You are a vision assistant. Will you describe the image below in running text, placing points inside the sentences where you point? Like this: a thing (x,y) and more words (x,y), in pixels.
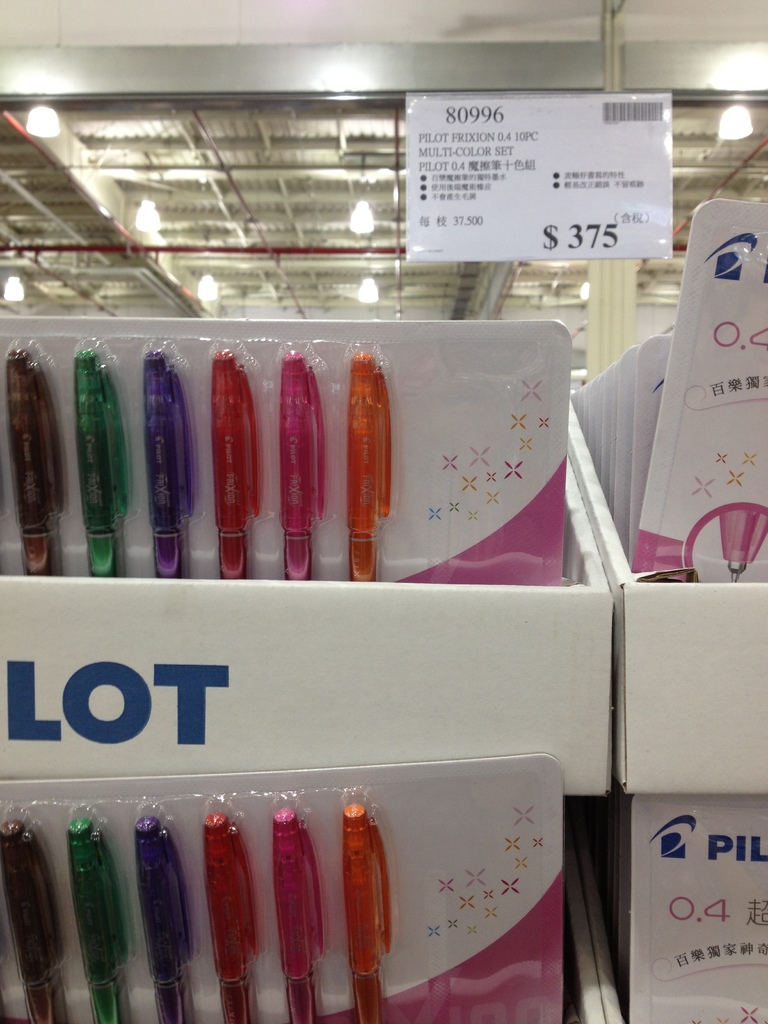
Here I can see two pen packets (423,513) which are placed in the white color boxes (520,631). On the box (180,711) I can see some text (141,701). At the top of the image (205,297) there are some lights (43,127).
